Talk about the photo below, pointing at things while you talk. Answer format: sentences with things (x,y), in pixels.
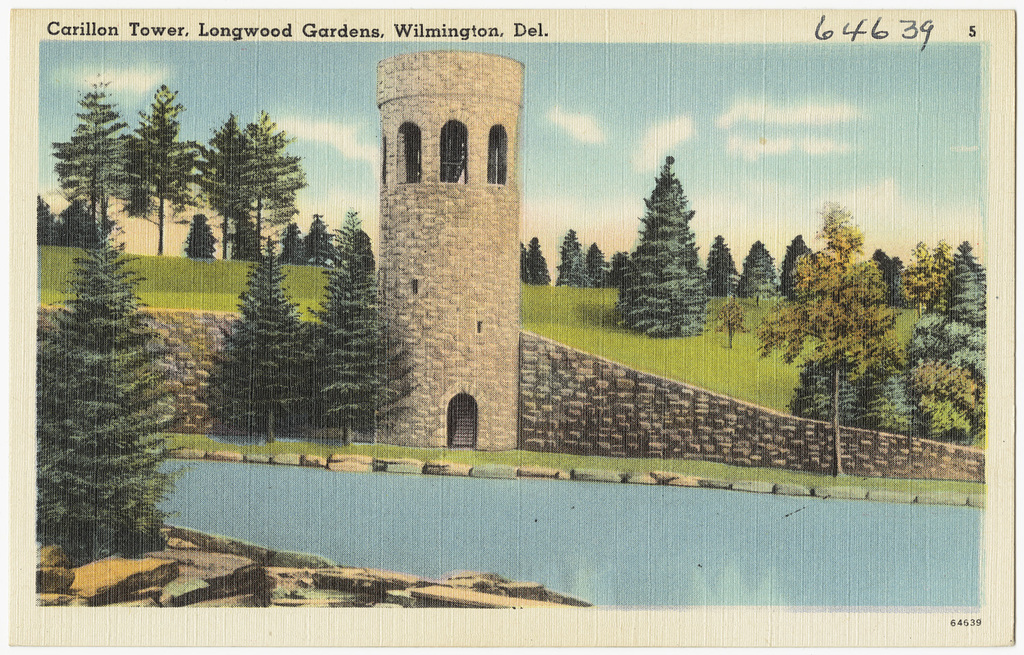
In this image we can see the painting (502,352) on the paper (333,248), in the painting (269,382) there are trees (340,385), wall (560,363), tower (482,370), also we can see the sky (307,178), and the water (593,586), and there are text (853,19) on the paper (763,58).
